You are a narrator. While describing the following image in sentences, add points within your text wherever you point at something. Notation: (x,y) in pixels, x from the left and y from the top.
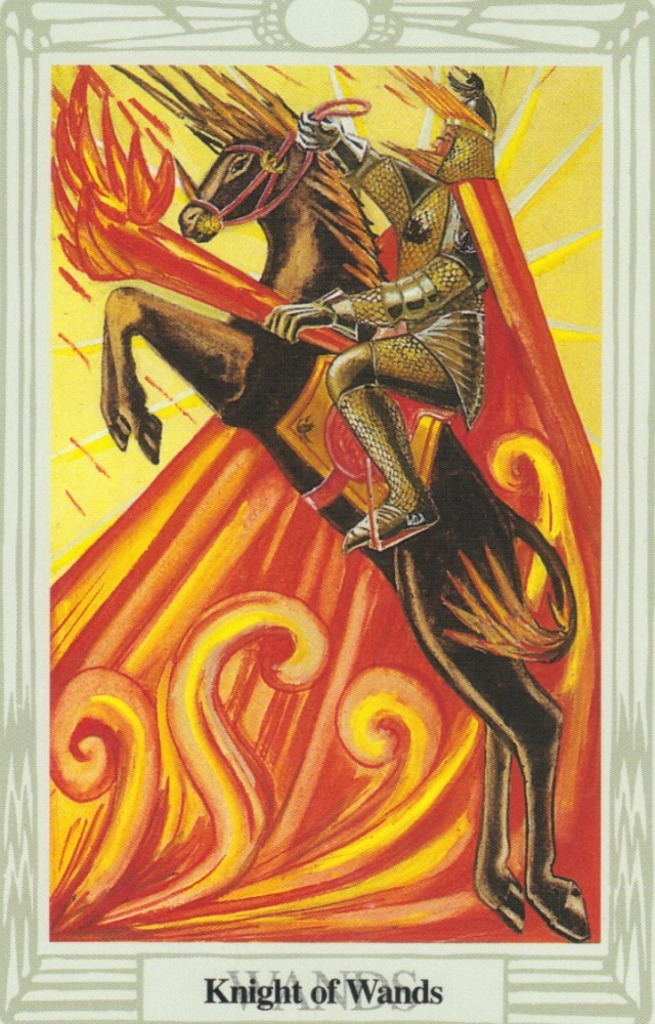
In this picture we can see a poster (457,618), here we can see a horse (266,333) and a person (473,371), at the bottom (357,997) there is some text (352,981).
